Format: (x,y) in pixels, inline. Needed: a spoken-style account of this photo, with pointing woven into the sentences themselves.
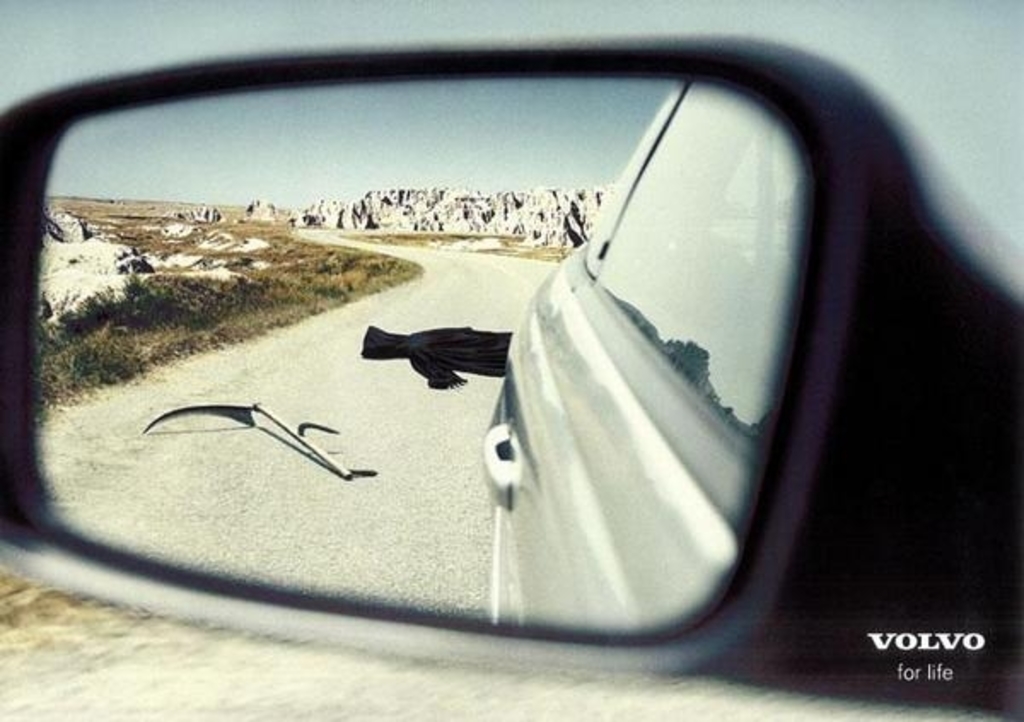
In this image in the center (615,250) there is a vehicle's mirror (336,235) is visible, and through the mirror (275,354) we could see a reflection (431,368) of cloth (425,355) and some object (241,412), walkway (327,341), grass (193,307) and rocks (219,217) and sky (345,171). And in the bottom right hand corner (907,662) there is text (907,646), in the bottom (432,678) there is walkway (632,677) and at the top of the image (84,55) there is sky (556,25).
